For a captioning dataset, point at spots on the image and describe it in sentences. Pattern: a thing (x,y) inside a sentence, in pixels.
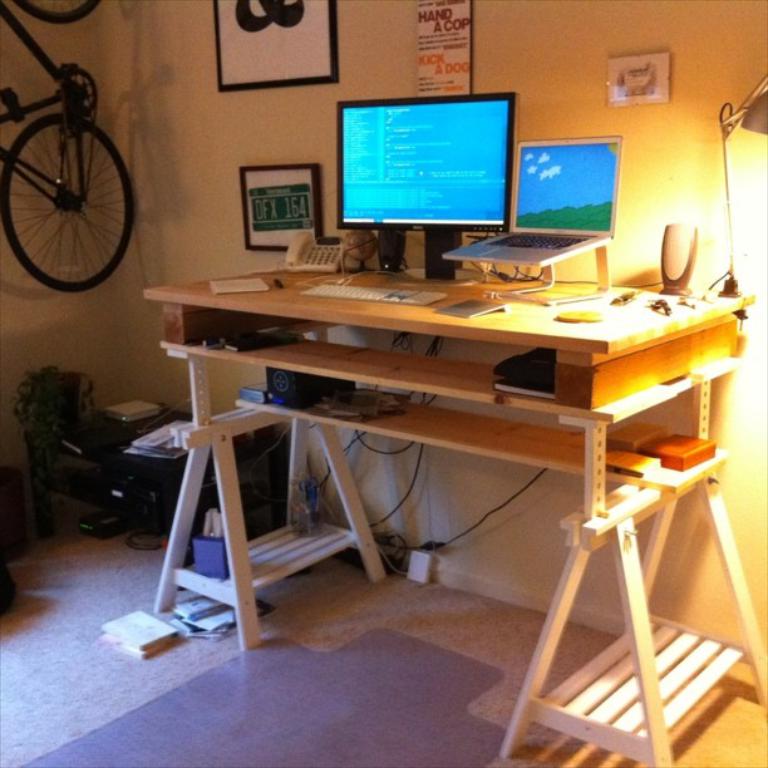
This image is clicked in a room (424,334). In the front (376,304), we can see a table (629,506) on which there is a computer (440,248) and a laptop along with a telephone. At the bottom (313,694), there is a floor (171,689). In the background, there are frames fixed on the wall (366,95). On the left (39,205), there is a cycle (57,201) hanged to the wall (26,194).
